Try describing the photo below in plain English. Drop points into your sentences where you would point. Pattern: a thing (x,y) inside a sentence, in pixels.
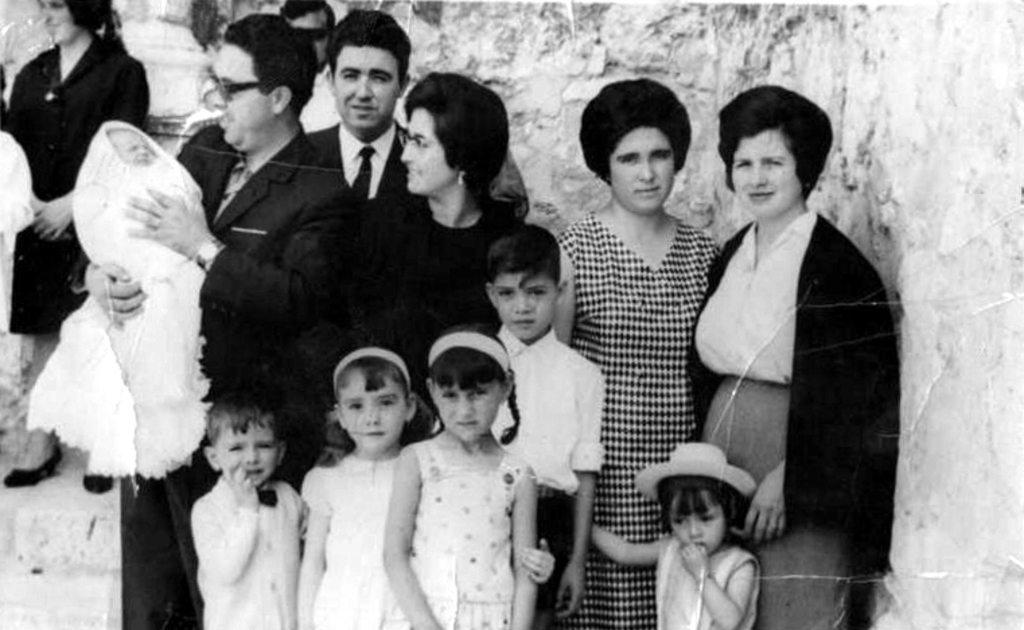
Here, we can see a photo, there are some man (288,235), woman (776,323) and kids (421,471) standing in the photo, we can see a man (288,260) holding a small baby (144,281), we can see the wall (391,3).
